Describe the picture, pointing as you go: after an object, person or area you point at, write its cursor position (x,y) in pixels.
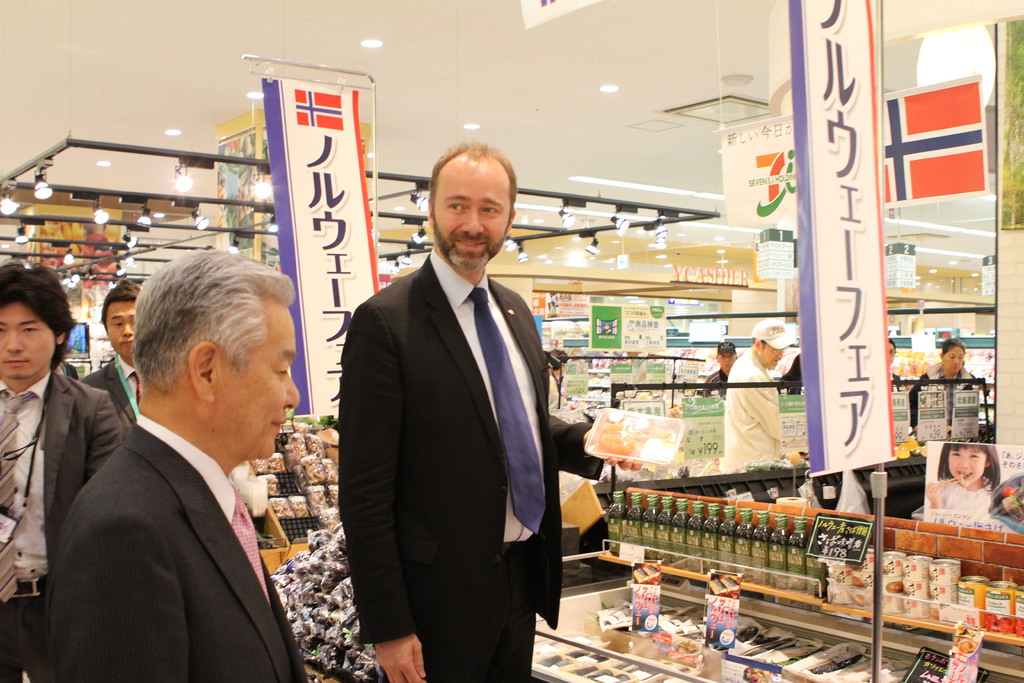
In the middle (482,243) a man (533,447) is standing, he wore black color coat (502,535), trouser (520,562) and a tie (512,444). It looks like a super market (821,425).
